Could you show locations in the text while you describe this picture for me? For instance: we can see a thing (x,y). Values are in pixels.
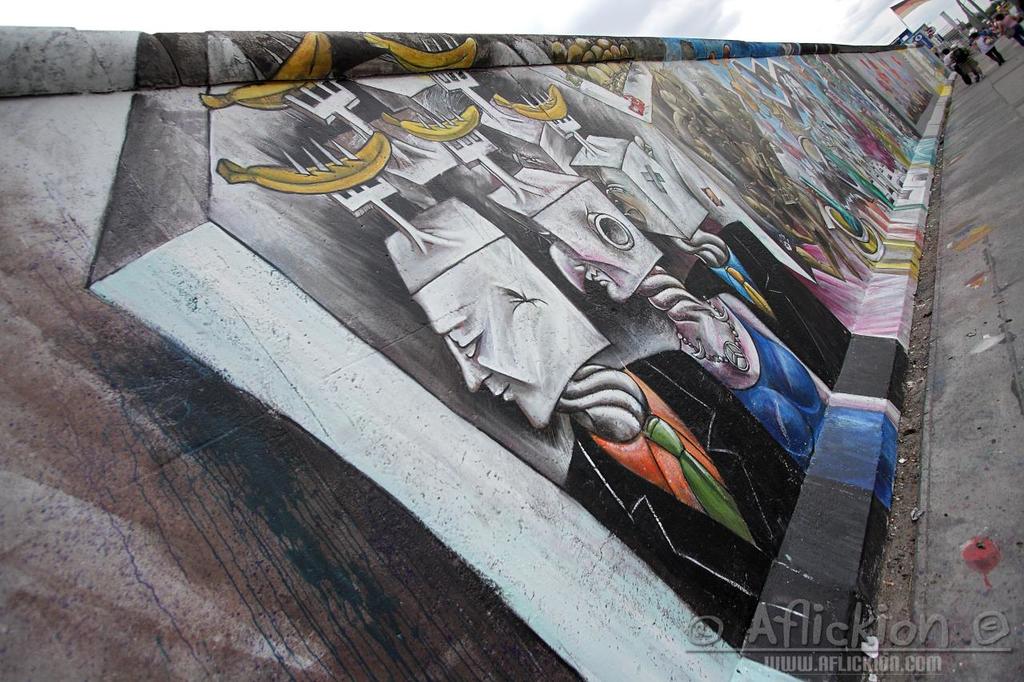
We can see painting (646,293) on the wall (572,220). In the background (891,38) we can see people (961,70), poles (973,15) and sky (960,11). In the bottom right side of the image (821,669) we can see watermark (881,623).
